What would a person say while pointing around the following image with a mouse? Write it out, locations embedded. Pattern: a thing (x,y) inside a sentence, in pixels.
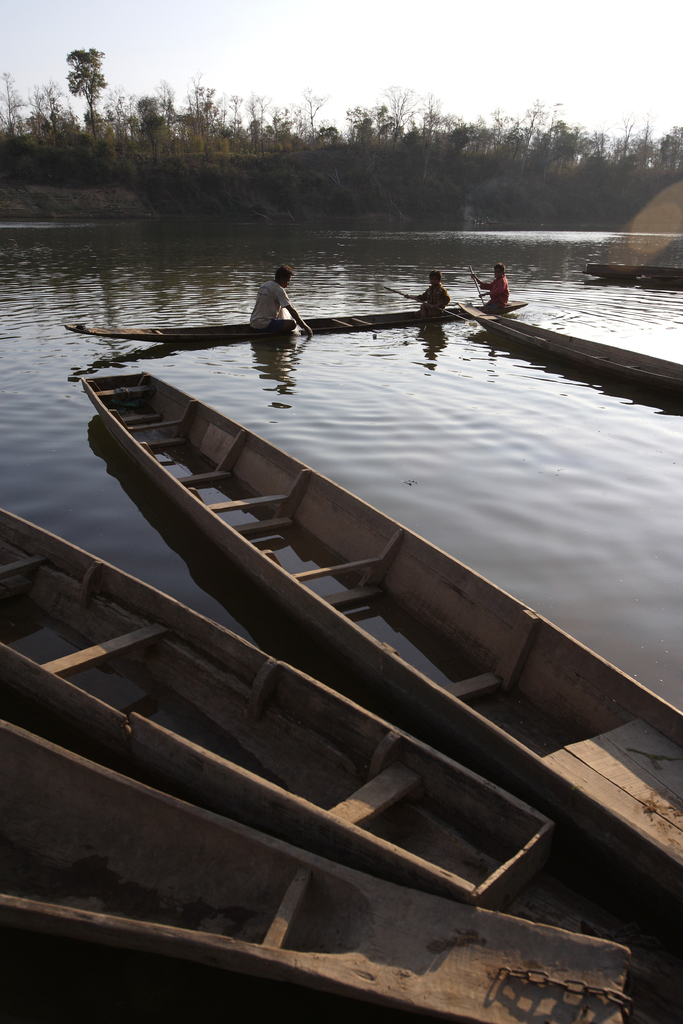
In this image there is the water (245,368). There are boats (393,651) on the water (201,393). In the center of the image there are three people (282,295) sitting on a boat (270,335). In the background (118,173) there are trees (44,135). At the top (362,33) there is the sky (362,36).
